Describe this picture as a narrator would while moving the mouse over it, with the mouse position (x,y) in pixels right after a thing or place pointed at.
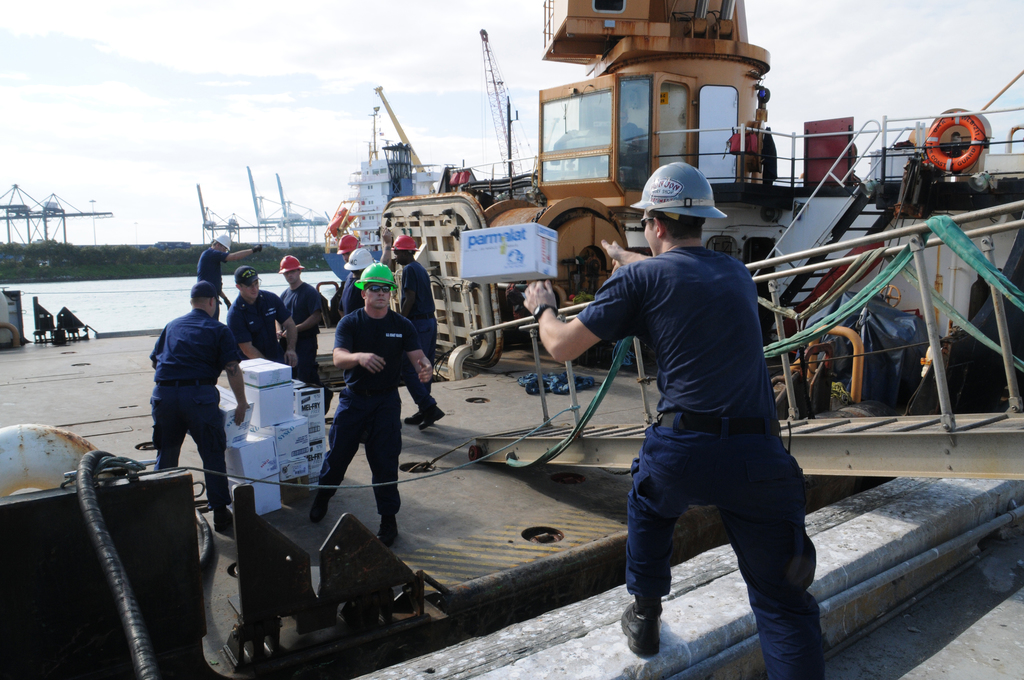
In this image we can see ships (445,561) at the dock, men (365,392) standing on the floor (449,549), cardboard cartons (290,443), water (120,307), trees (139,257) and sky (152,87) with clouds (152,87).
